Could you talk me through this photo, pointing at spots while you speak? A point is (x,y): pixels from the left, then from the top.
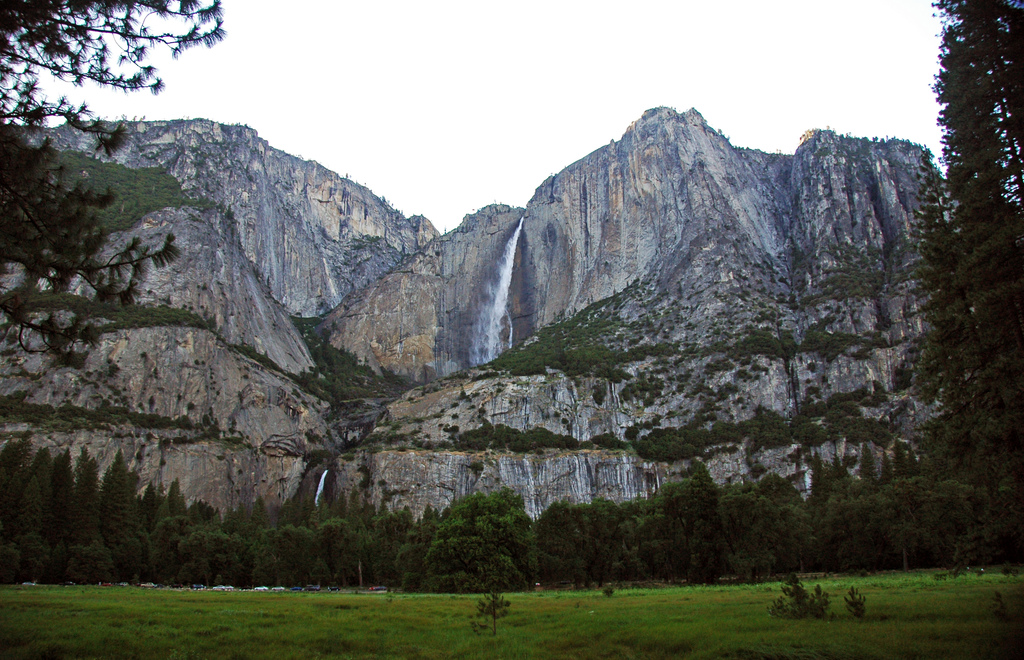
In this image we can see there are trees (318,576) and grass (640,625). And at the back (386,257) we can see mountains (471,282), water (499,298) and the sky (438,97).
